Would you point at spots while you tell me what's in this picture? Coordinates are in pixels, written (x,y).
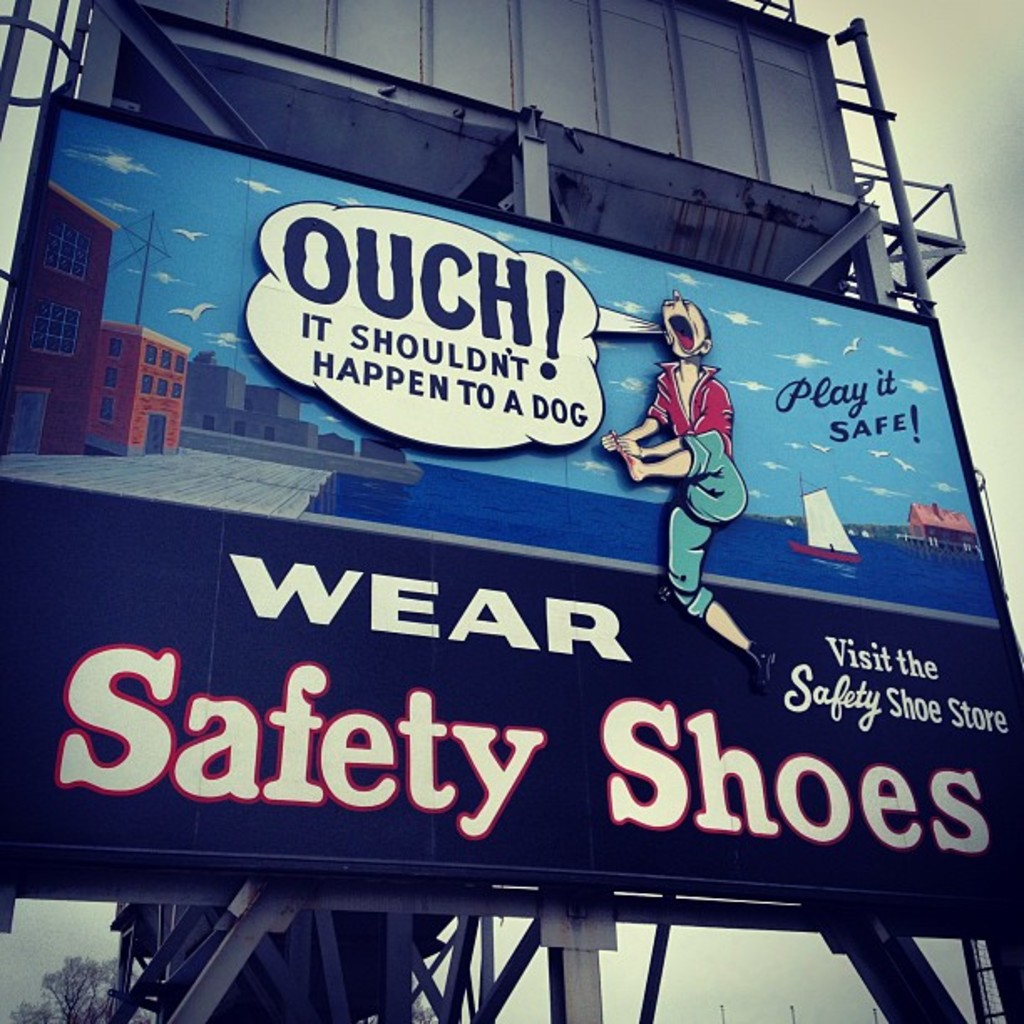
Here I can see a board (470,577) on which I can see some text (650,749) and cartoon images (675,460). At the back of it there are metal rods (274,952). In the background (923,153), I can see the sky (921,154). In the bottom left-hand corner (67,985) there is a tree (69,973).
